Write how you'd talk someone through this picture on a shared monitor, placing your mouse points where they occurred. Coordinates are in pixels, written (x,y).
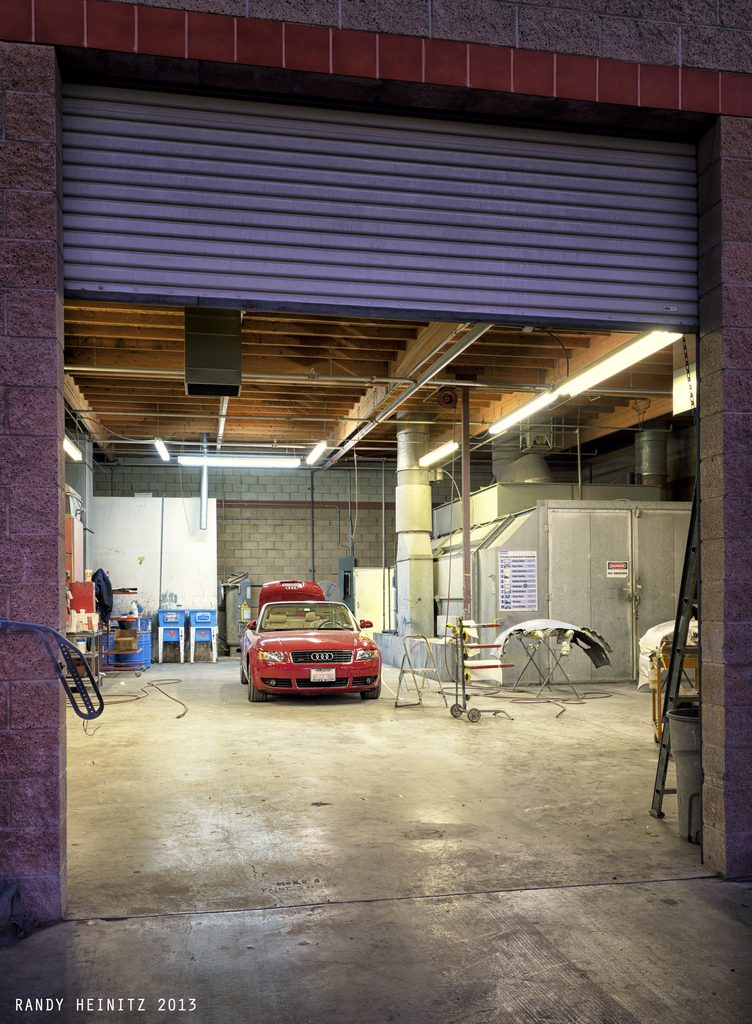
In this image I can see a vehicle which is in red color. Background (178,570) I can see two machines (168,614) in blue color, wall (197,575) in white color. I can also see few lights (445,450).
